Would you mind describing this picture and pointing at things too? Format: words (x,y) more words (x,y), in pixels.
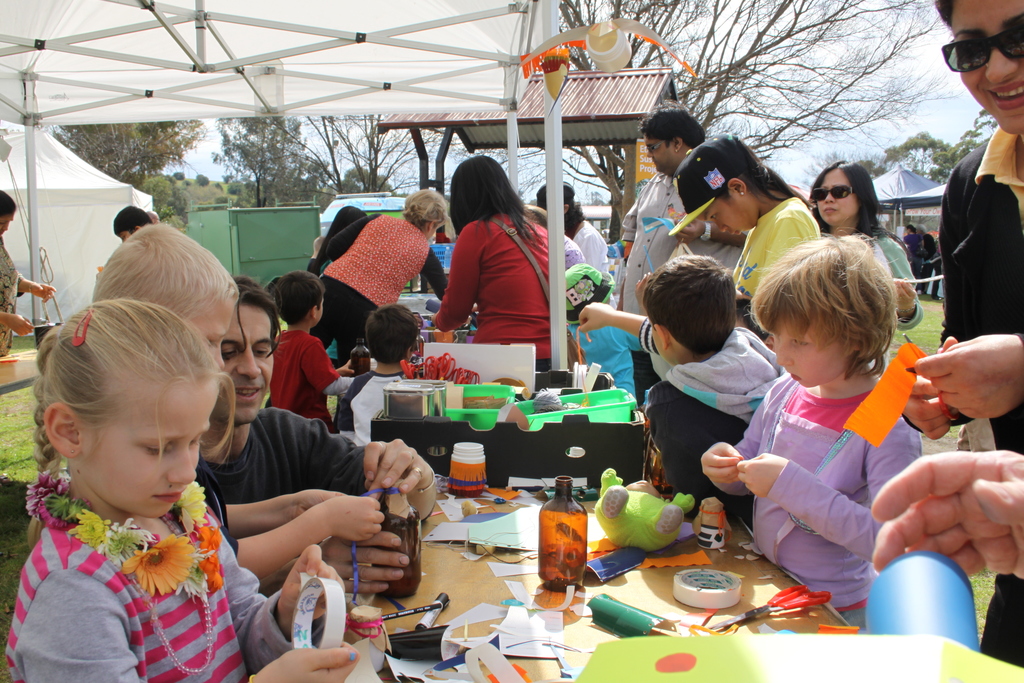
The image is taken at the outdoor. In the image there are many people (670,346) standing at the stalls (530,491). In the center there is a table (560,598). On the table (548,593) there are bottles (551,510), papers (423,672), gums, tapes (710,607), scissors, pens (416,610), glue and a toy (656,516). In the background (911,172) there are tents (918,184), trees (712,126) and sky (199,162).
